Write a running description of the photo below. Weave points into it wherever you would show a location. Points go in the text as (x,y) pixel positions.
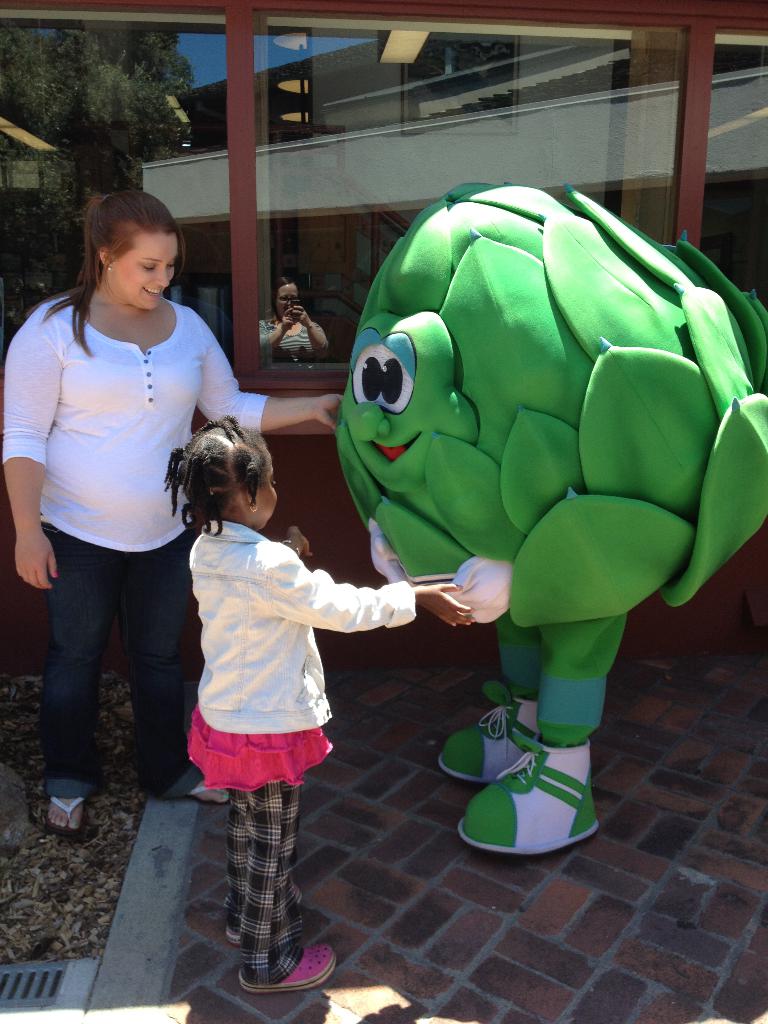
In the image there is a lady (128,458) and a girl (227,549). They are standing. In front of them there is a person (484,491) with a costume (504,436) and he is standing. Behind them there is a glass wall (405,143). On the glass (277,306) there is reflection (121,71) of trees (109,69), buildings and also there is a person (281,316).
